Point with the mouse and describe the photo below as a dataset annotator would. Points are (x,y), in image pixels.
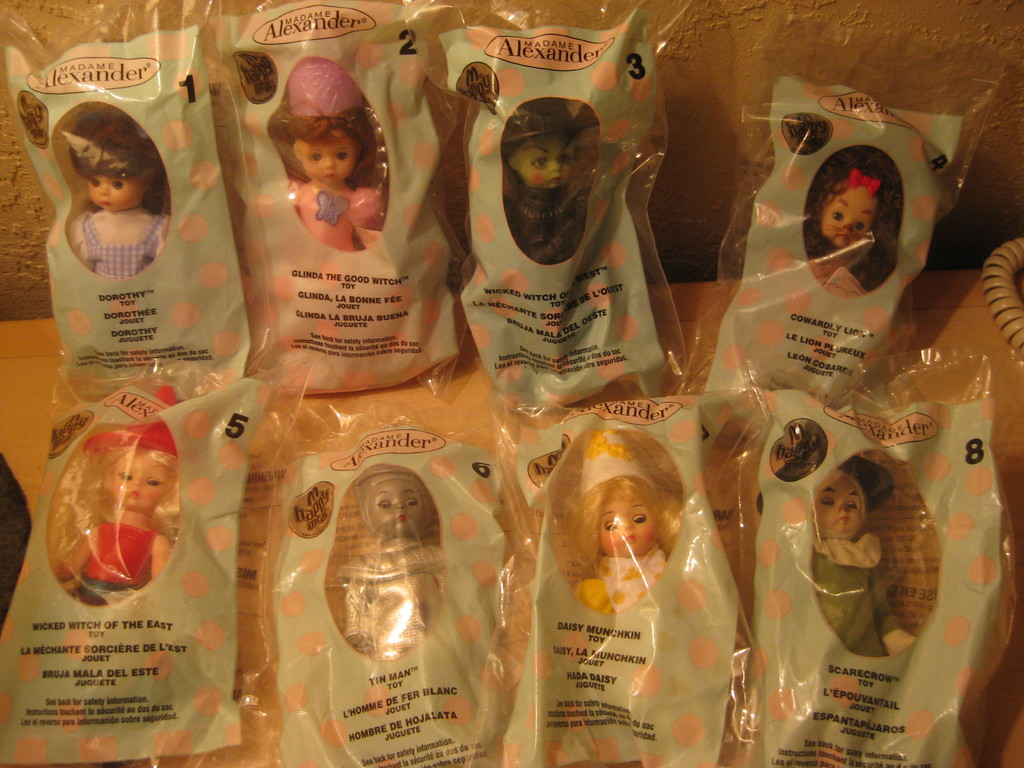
In this image, we can see few toys (105,457) in packets (579,537). They are labeled with numbers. These packets (700,527) are placed on a wooden surface (436,405). On the right side (1003,267), we can see a wire (998,308). Left side of the image (5,578), we can see a black color object (16,551). Background (706,119) there is a wall (708,151).
